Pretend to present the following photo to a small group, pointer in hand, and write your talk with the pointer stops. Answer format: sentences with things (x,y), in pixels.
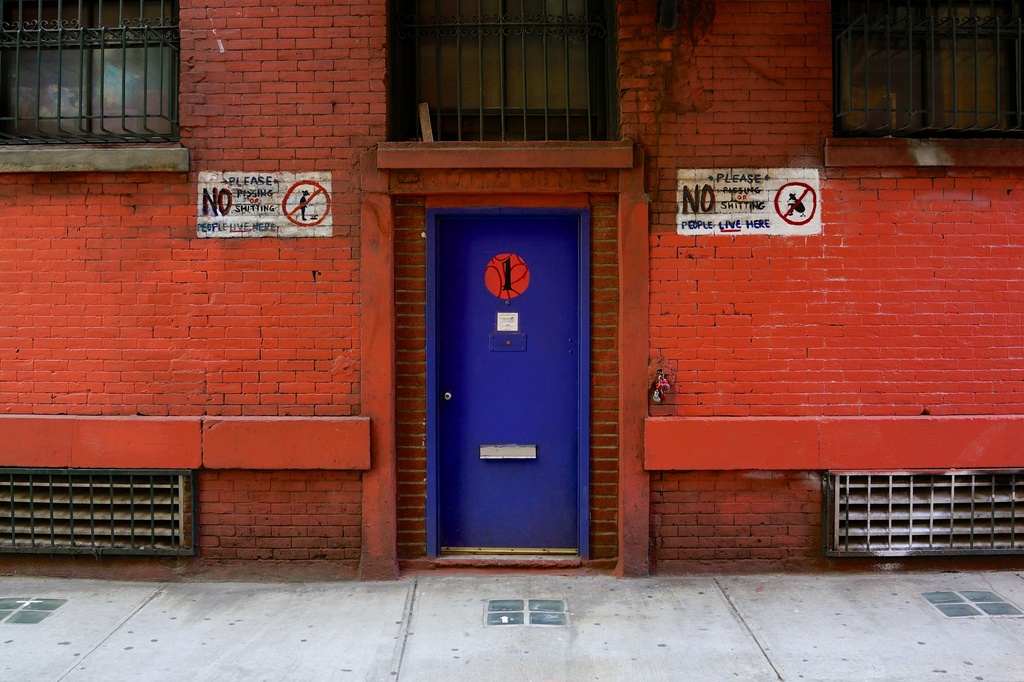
In the foreground of this image (589,655), there is a pavement (312,658). In the background (733,155), there is a red building (373,154) with windows (510,107) and the blue door (494,461) and we can also see some paintings (261,202) on it.
